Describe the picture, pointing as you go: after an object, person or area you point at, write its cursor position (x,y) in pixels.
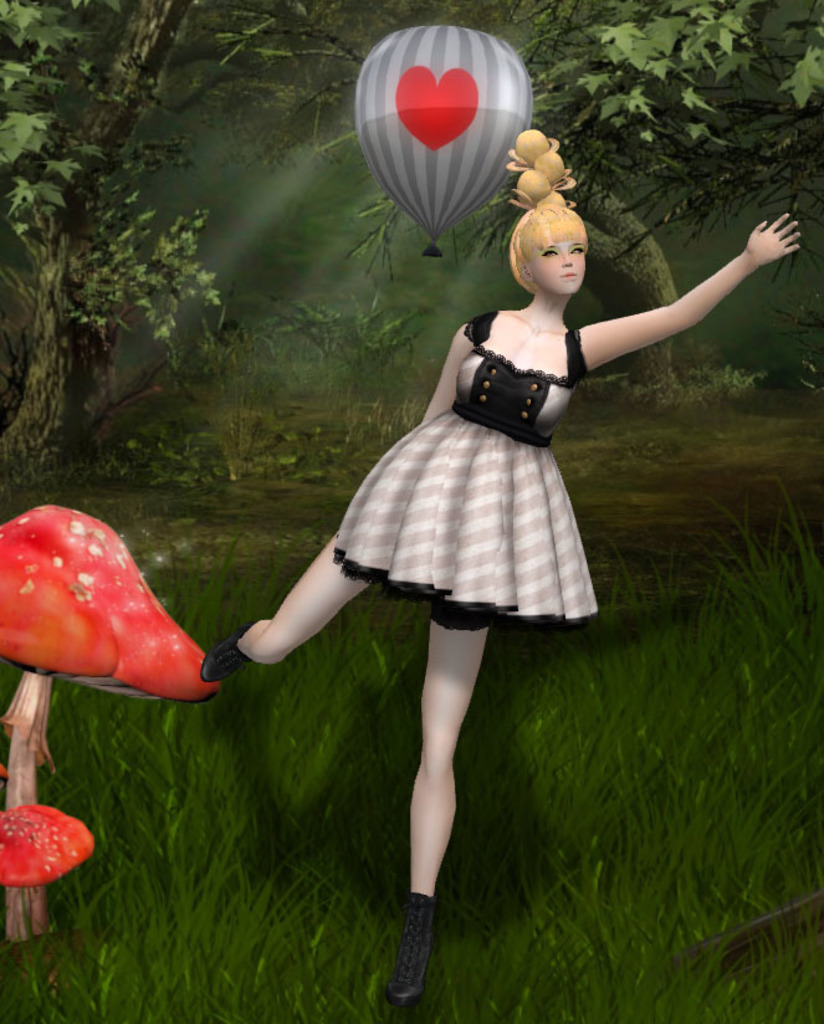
In this image I can see a woman doll (513,371). She is wearing white and black dress (432,462). Back I can see balloon (477,82), trees (39,118) and a red color mushroom (36,689). It is an animated picture.
